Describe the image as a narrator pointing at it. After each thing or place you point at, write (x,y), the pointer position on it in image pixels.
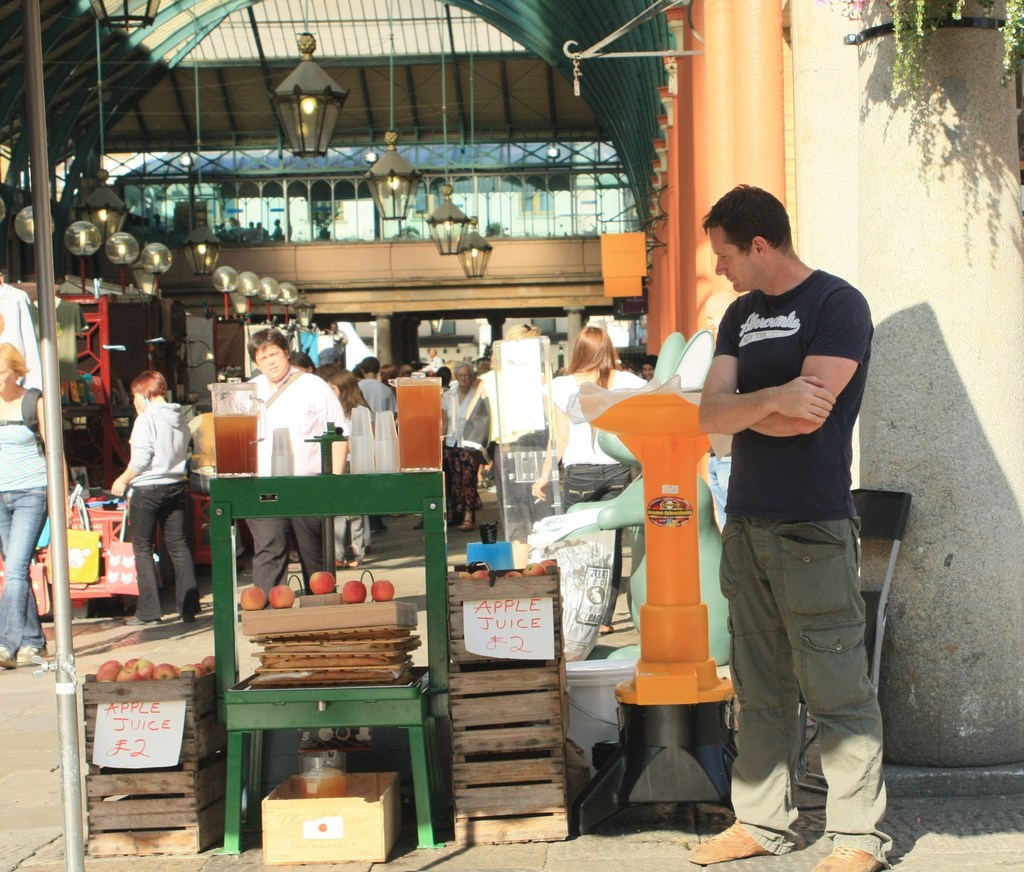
In this image there is a person (760,652) standing, chair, there are apples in wooden trays (460,675), price boards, jars (403,423) of juice (418,421) in it, glasses (382,443) on the table (448,589), and in the background (18,404) there are group of people (591,485) standing, lights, plant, iron rods (487,17).
